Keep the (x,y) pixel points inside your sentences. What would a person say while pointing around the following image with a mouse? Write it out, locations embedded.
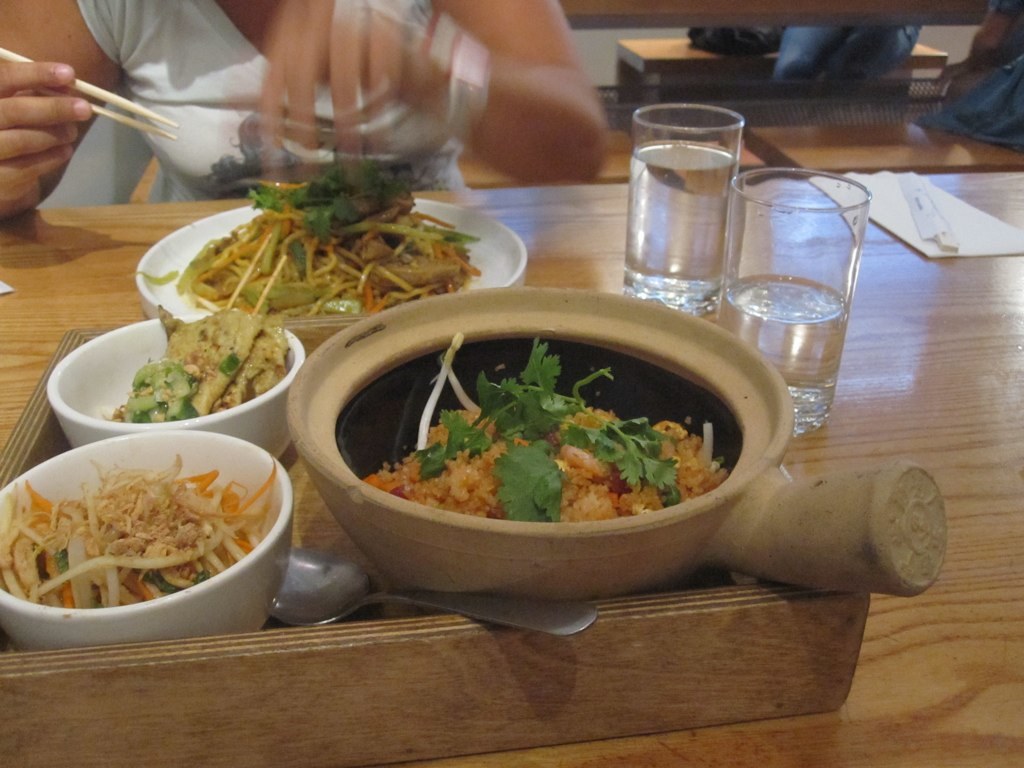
In this picture, we see a wooden tray (311,531) containing three bowls (290,405) of food items (142,395) and spoon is placed on the table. We see a plate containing noodles (451,286), water glasses (689,277) and tissue papers (964,207) are placed on the brown table (589,246). Beside that, we see a woman (231,83) in white T-shirt (134,69) is sitting on the chair (153,197) and she is holding the chopsticks (83,107) in her hands (35,77). Behind her, we see wooden tables (872,142) and a bag (970,124) in blue color.
